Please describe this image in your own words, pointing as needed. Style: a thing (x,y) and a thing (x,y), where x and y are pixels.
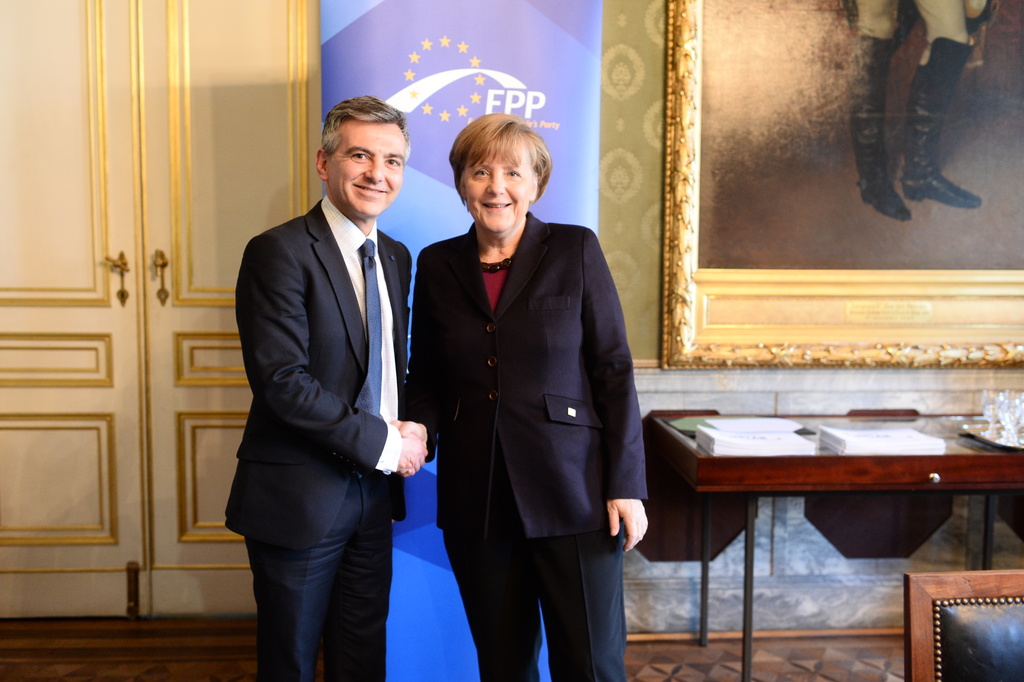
These two persons (434,383) are standing. On the background (372,62) we can see door (202,92), banner (475,54), wall (626,112), frame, books (804,444) and glasses (1009,425) on the table (874,502). This is floor (827,653).
